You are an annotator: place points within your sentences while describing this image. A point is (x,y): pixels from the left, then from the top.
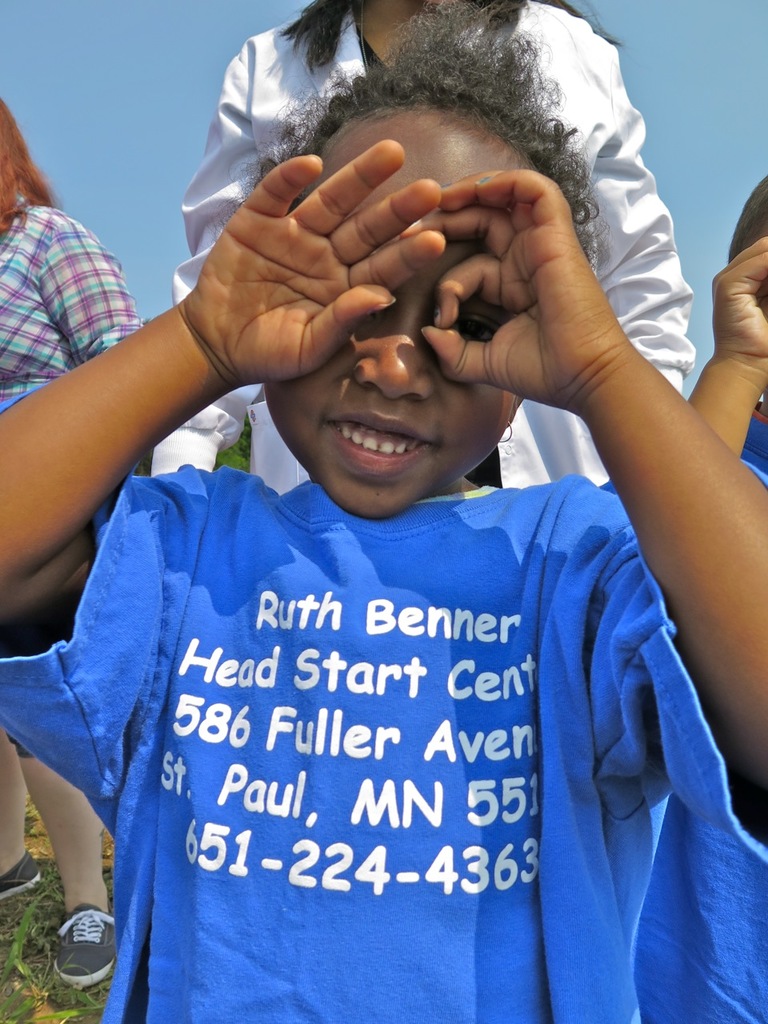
In this image I can see the group of people (331,532) with blue, white and purple color dresses (269,559). These people (176,867) are standing on the ground (5,936). In the back (142,190) I can see blue sky (127,132).
